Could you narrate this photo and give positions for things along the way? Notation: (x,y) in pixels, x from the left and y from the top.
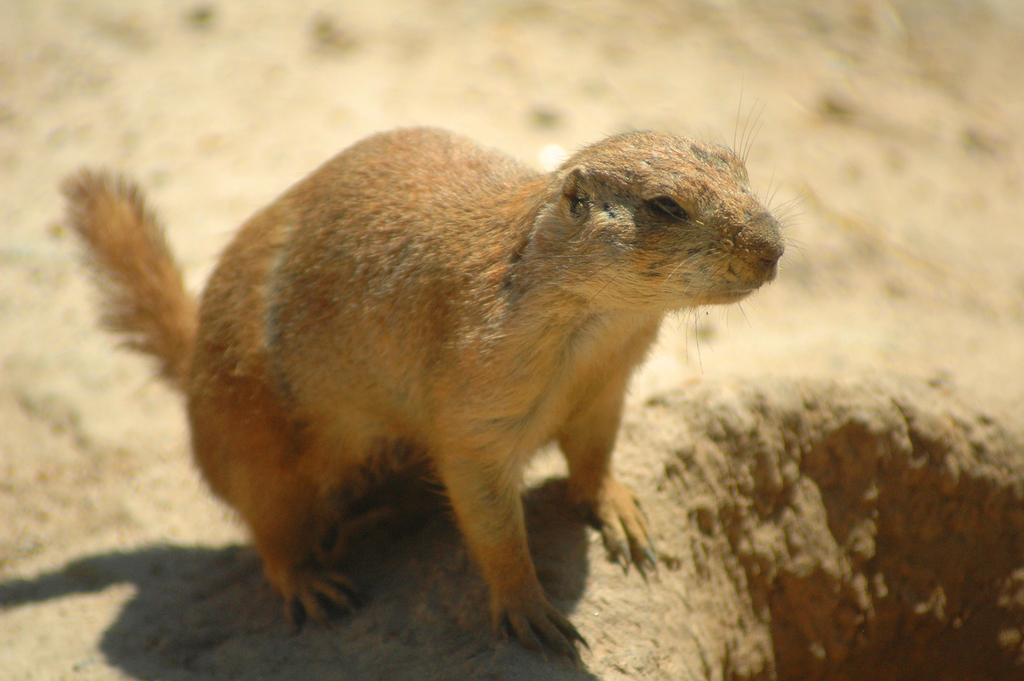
This picture is clicked outside. In the center (565,393) there is an animal (462,220) standing on the ground (566,487). The background of the image (24,307) is blurry.
